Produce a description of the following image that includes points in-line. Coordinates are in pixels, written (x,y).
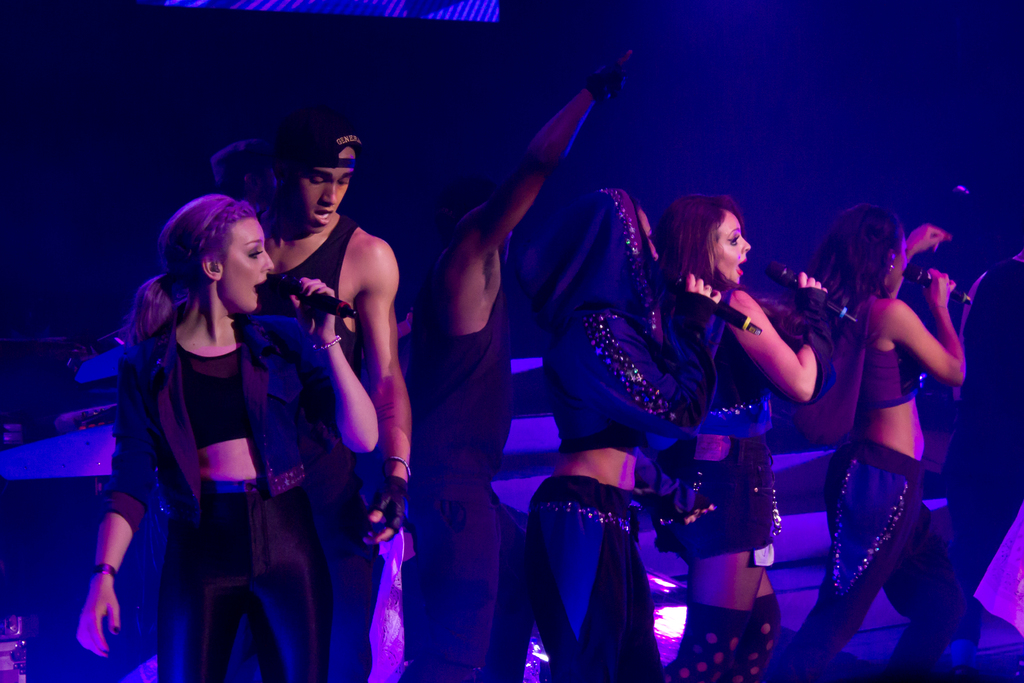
In this image we can see there are a few people (680,496) standing on the stage (671,574) and they are holding mikes (346,311) and singing.
